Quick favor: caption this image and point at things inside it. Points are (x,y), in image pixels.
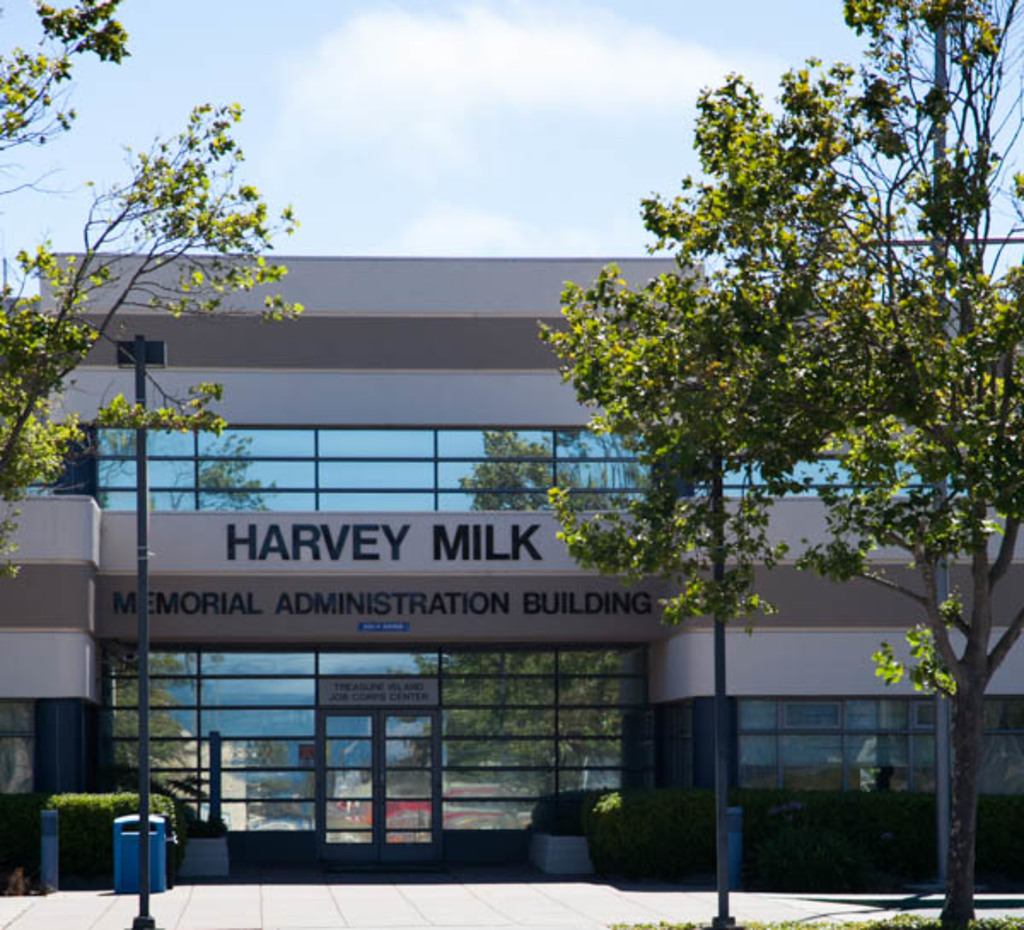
In this picture we can see poles (144,606), trees (678,473), bushes (151,800) and a building (467,601) and to the building (476,720) there is a door (383,725) and behind the building (384,445) there is a sky (353,118).
